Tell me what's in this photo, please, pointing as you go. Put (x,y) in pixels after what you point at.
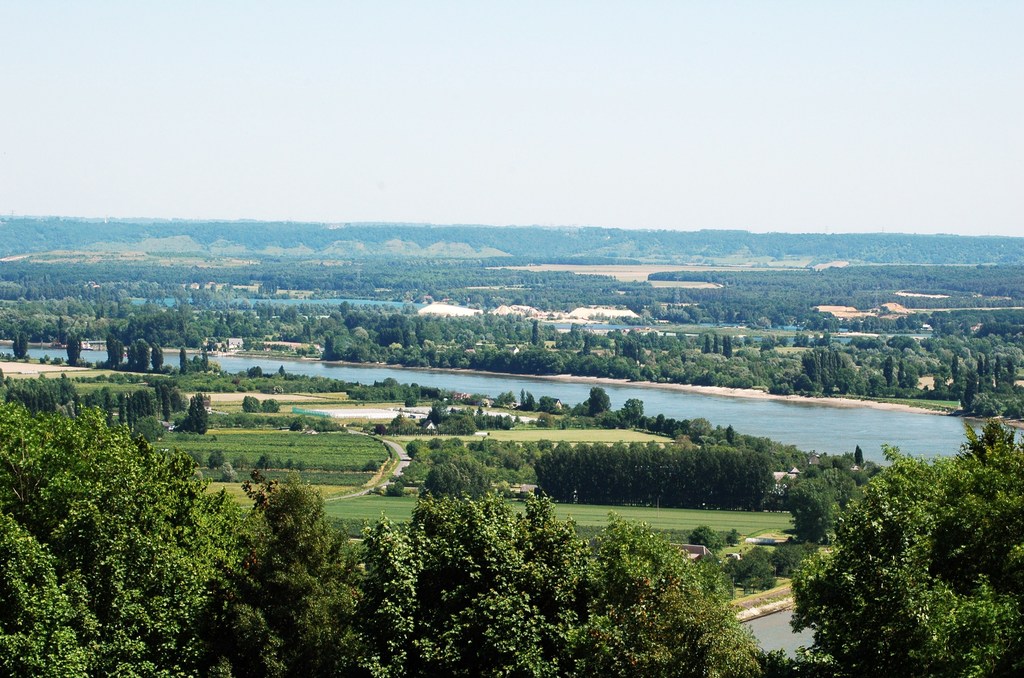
In this image in the center (355,426) there are trees (326,538) and there's grass (581,512) on the ground (561,512). In the background (393,338) there are trees (553,335), there is water (739,414) and there are plants (155,379).
